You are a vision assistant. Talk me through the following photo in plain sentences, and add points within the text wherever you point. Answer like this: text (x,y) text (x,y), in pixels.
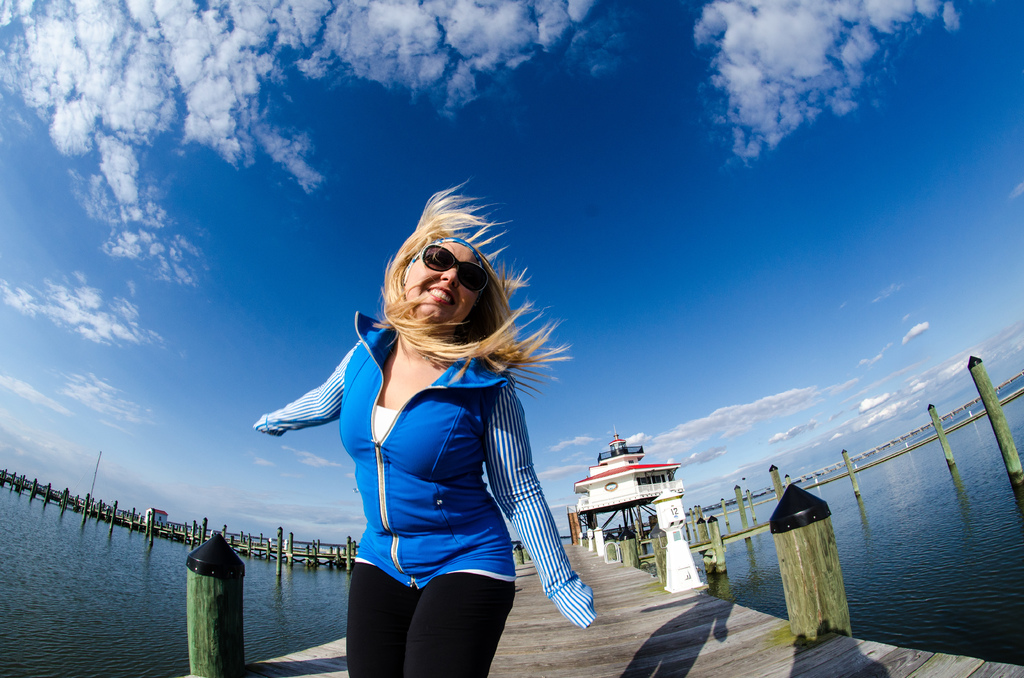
In this picture there is a woman (508,490) who is wearing goggles (458,271), jacket (450,457) and trouser (392,609). She is standing on the wooden bridge (604,632). In the back (856,461) I can see the building (630,447), shed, bridge (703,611) and poles (217,589). On the right (1002,480) and left side (33,536) I can see the river (970,502). At the top (376,108) i can see the sky (481,51) and clouds (322,51).
